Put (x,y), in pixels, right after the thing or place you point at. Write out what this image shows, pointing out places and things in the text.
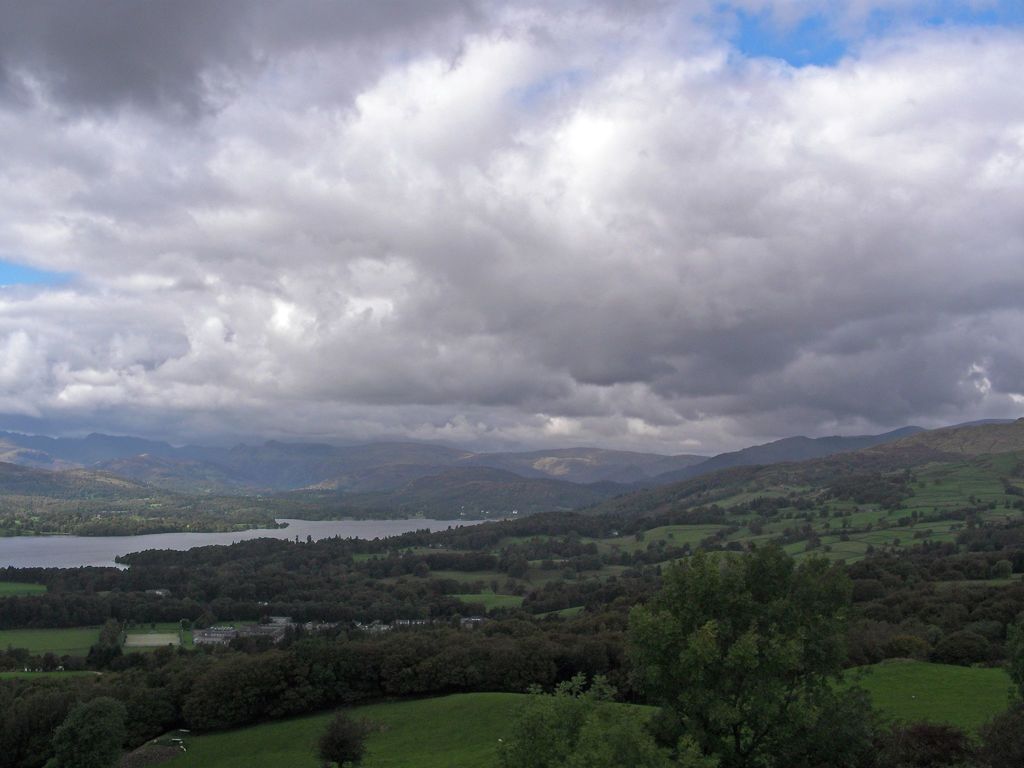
In this image, we can see trees (364,619), houses (273,625), hills (314,479) and there is water (99,542). At the top (427,196), there are clouds (424,267) in the sky (424,267).
